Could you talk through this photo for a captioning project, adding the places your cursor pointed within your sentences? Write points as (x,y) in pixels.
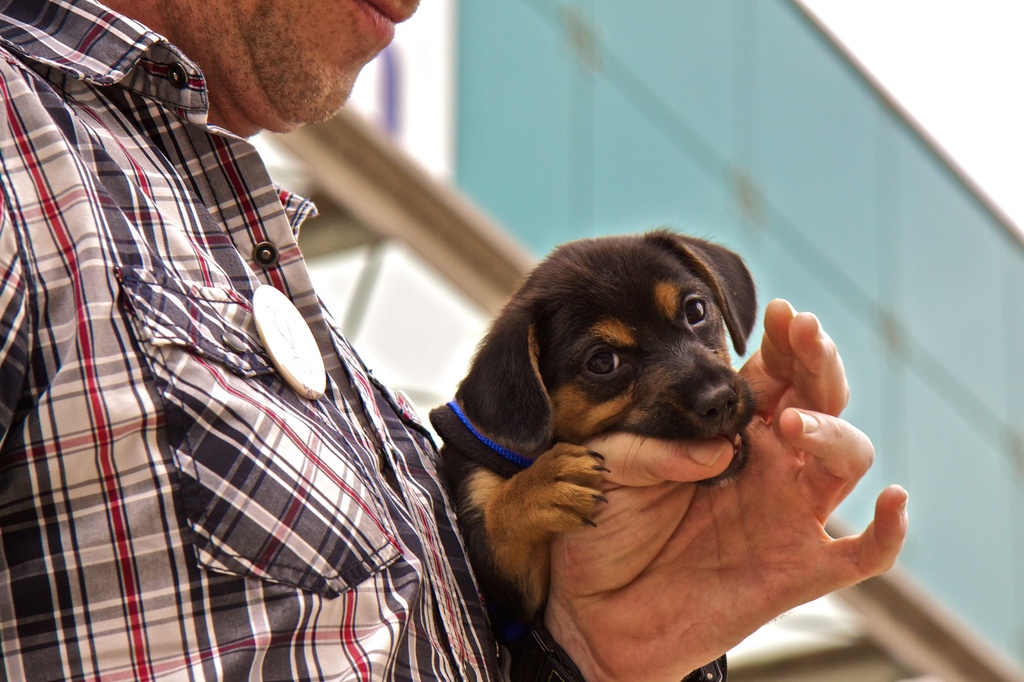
In the image there is a man (223,486) holding a dog (516,538) on his hand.
